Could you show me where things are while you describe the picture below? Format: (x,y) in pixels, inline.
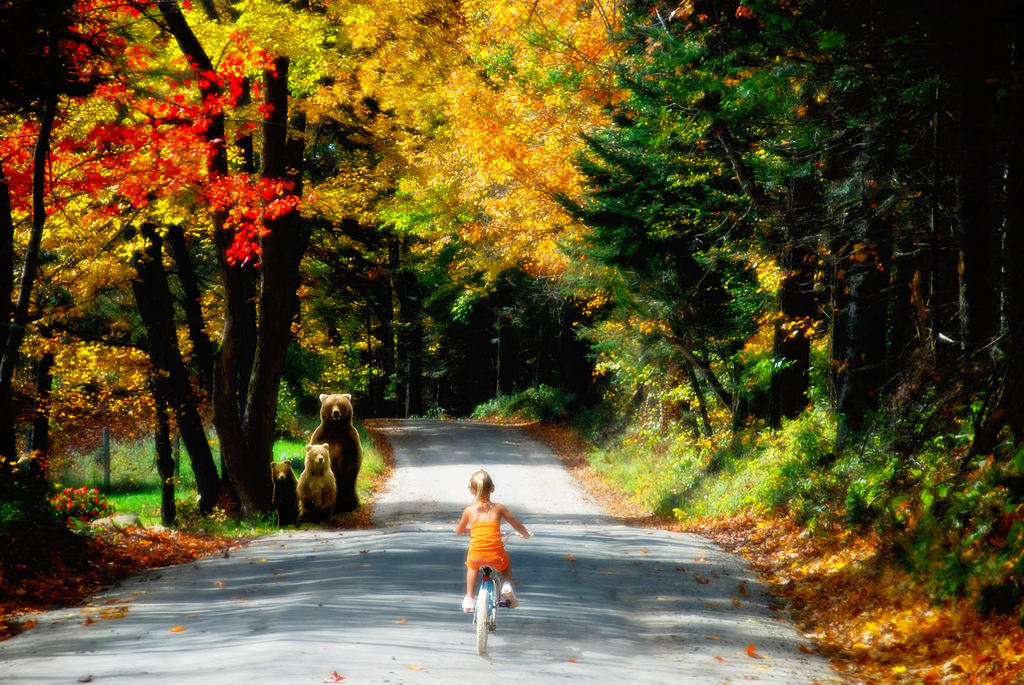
In this image I can see a girl (502,576) is riding a bicycle (480,597) on the road (540,580), grass (178,493), trees (680,32) and three bears (332,453) on the road (430,485). This image is taken may be during a day.
